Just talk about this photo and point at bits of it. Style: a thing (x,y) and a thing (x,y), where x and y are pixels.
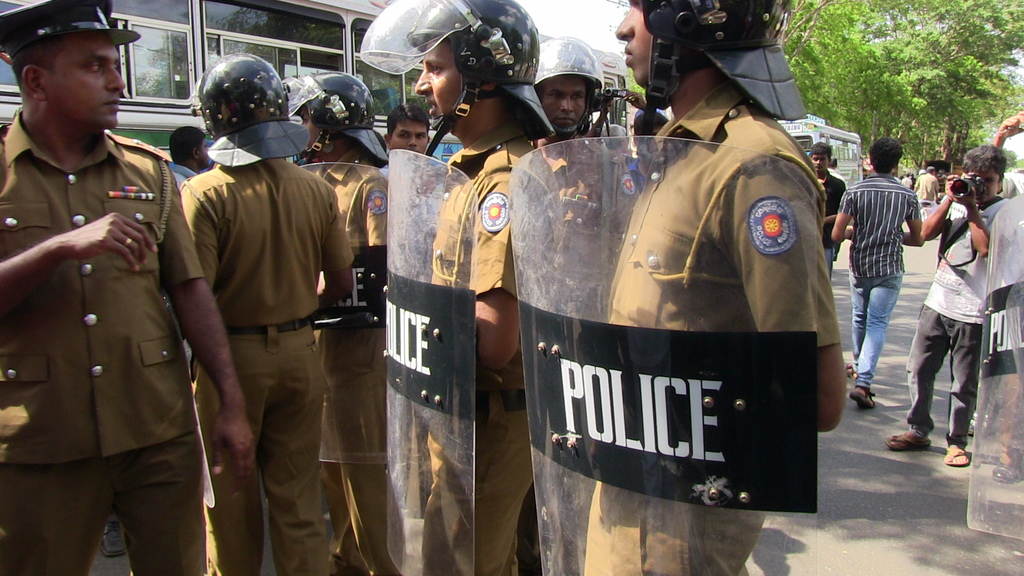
In this picture we can see a group of people (269,398) on the road (917,557), some people (536,117) are holding protective shields (597,197) with their hands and a man (995,166) holding a camera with his hands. In the background (223,36) we can see vehicles (217,48), trees (881,71) and the sky (608,21).
